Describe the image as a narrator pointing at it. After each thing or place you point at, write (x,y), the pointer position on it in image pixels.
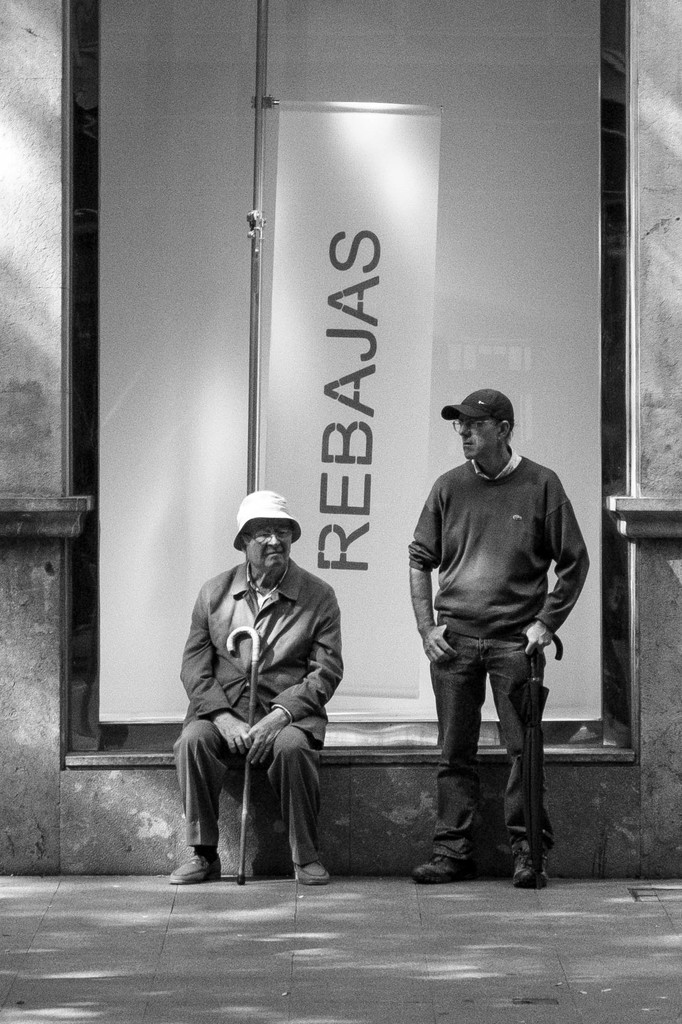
In this picture there is a person (240,685) sitting and holding the stick (244,633) and there is a person (522,598) standing and holding the umbrella (535,768). At the back (109,314) there is a hoarding (356,626) and there is a building (638,91).
